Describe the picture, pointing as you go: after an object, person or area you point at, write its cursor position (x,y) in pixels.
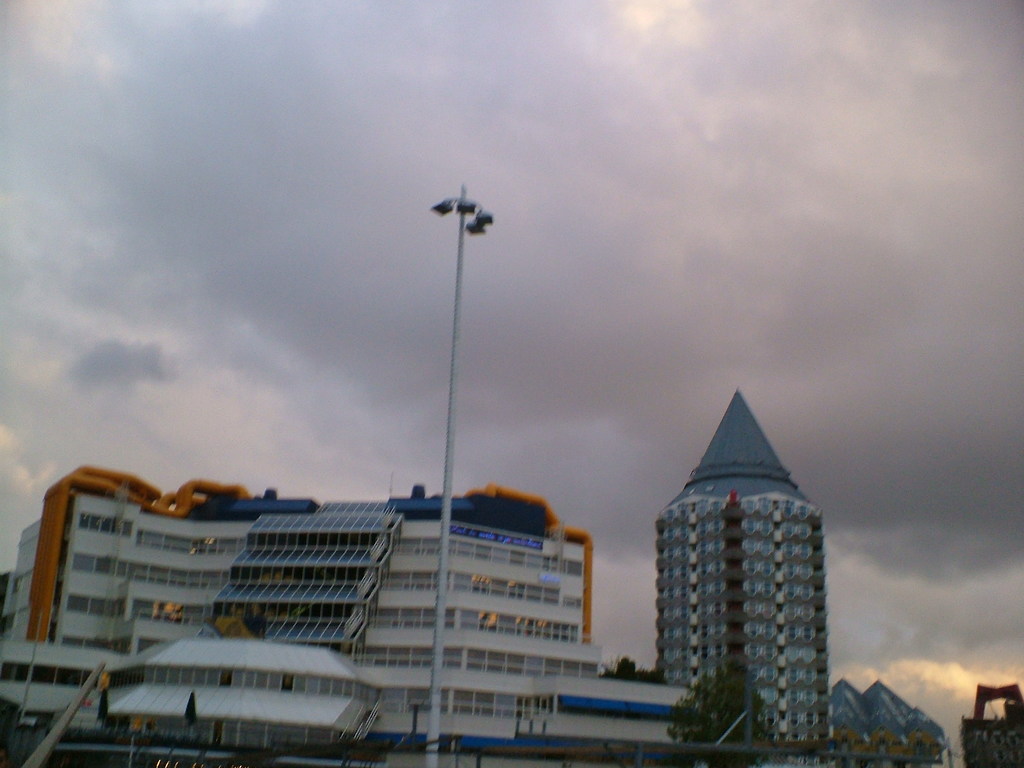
In this image I can see number of buildings (540,604) and in the front of it I can see few poles (430,732) and few lights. On the right side of this image (731,735) I can see few trees (710,706) and in the background (55,471) I can see clouds (616,362) and the sky (428,275).
